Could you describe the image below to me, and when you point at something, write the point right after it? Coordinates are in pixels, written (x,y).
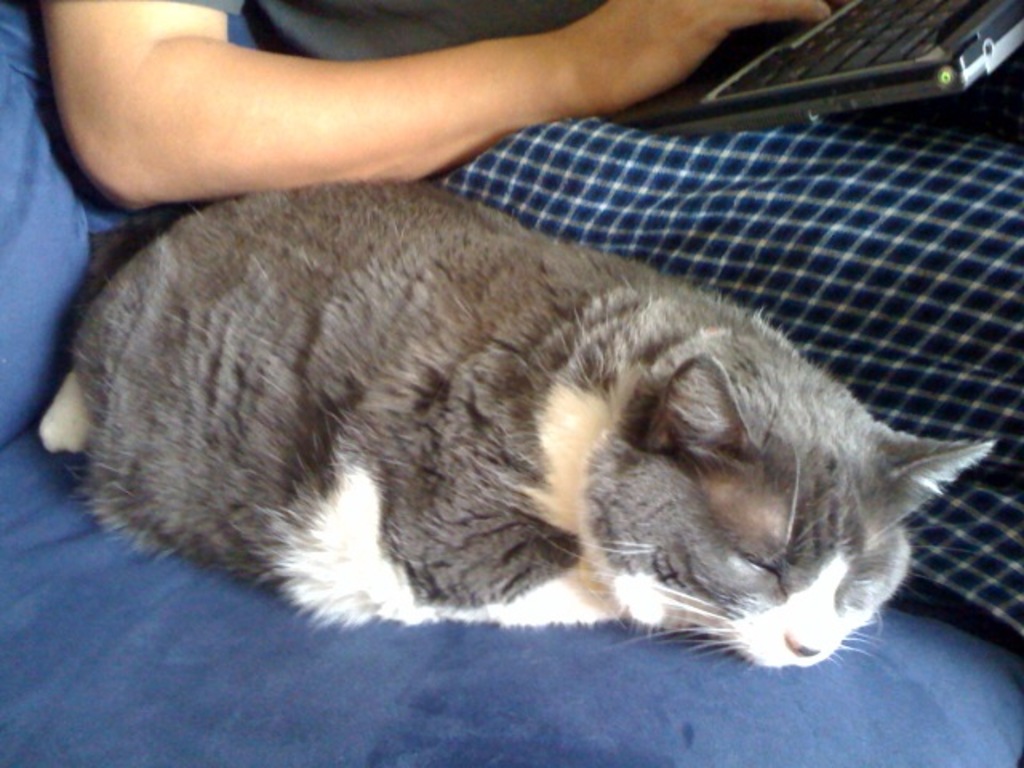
In this image, we can see a cat (714,510) and person (1016,351) are on the blue cloth (570,692). On the right side (757,102) top corner, we can see the keyboard (806,65).
